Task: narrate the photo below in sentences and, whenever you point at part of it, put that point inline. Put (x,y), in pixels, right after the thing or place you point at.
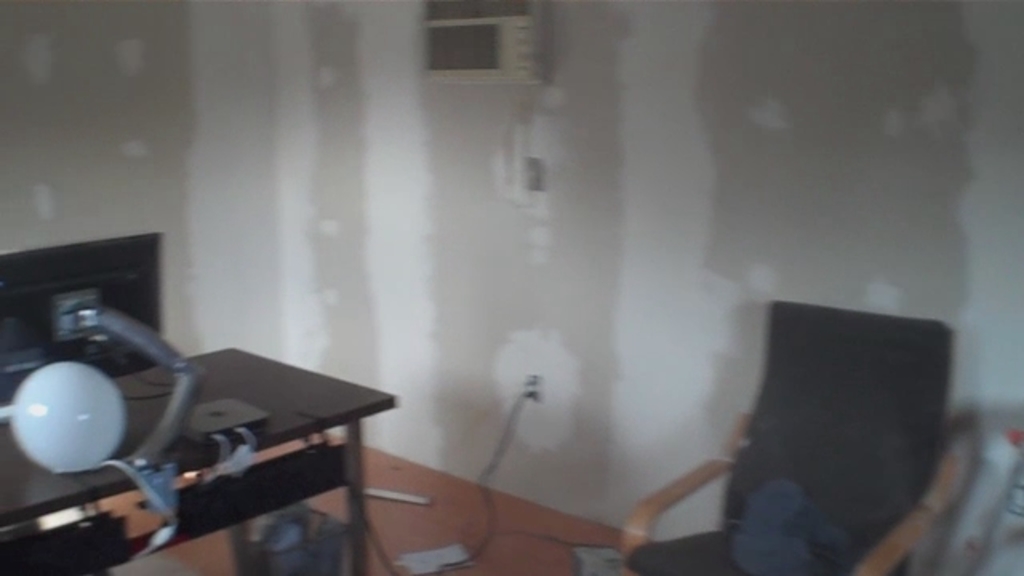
In this image on the right side (835,450) I can see a chair (879,507). On the left side (245,383) I can see a table (367,399). In the background (608,240), I can see the wall (490,163).
